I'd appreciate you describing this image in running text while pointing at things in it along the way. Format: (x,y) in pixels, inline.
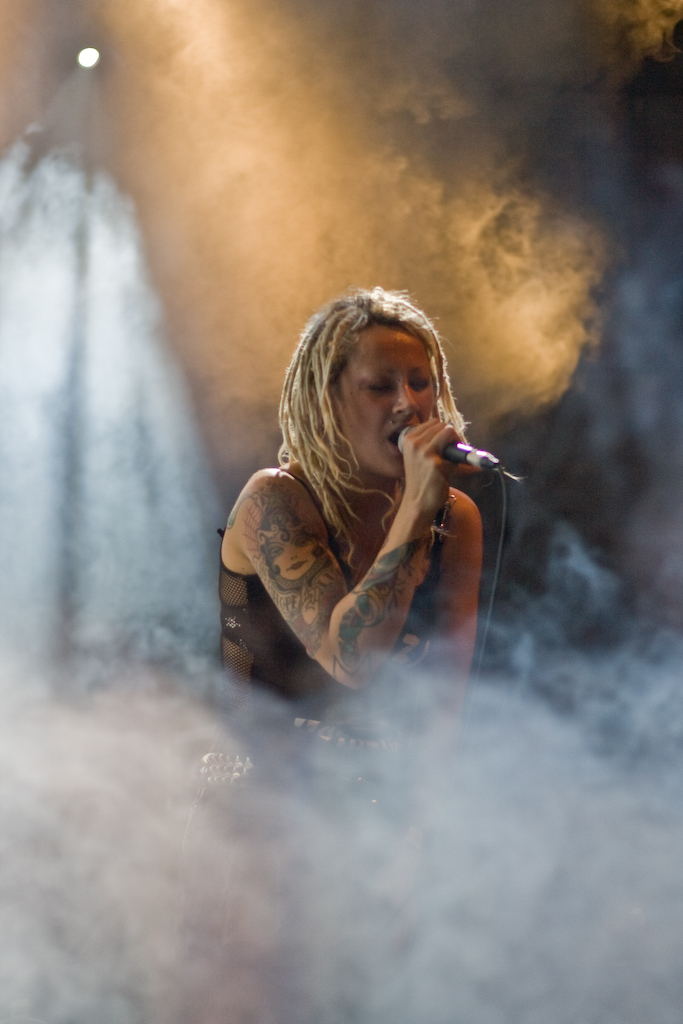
There is a woman (287,548) holding mic (486,458) and singing. There is smoke (270,812). At the top (97,53) there is a light (89,56).
